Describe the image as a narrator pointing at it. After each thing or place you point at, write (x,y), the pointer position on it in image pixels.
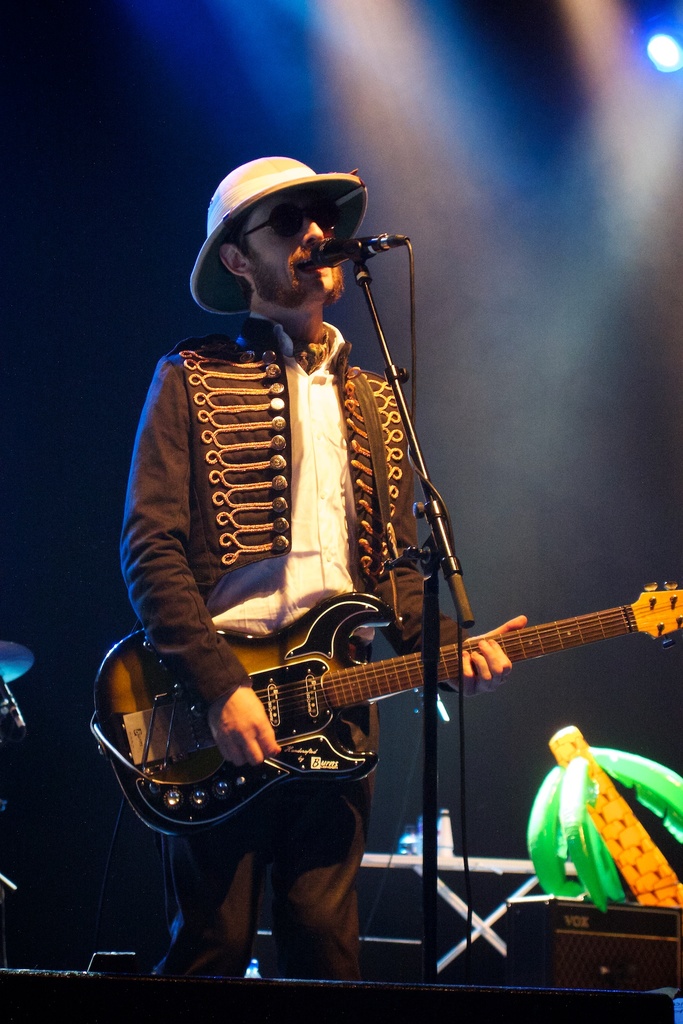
This image is a click in a musical concert. There are lights (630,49) on the top (616,91), there is a person (311,389) standing in the middle (253,396), he is holding a guitar (149,660). He is singing something. There is a mic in front of him.
